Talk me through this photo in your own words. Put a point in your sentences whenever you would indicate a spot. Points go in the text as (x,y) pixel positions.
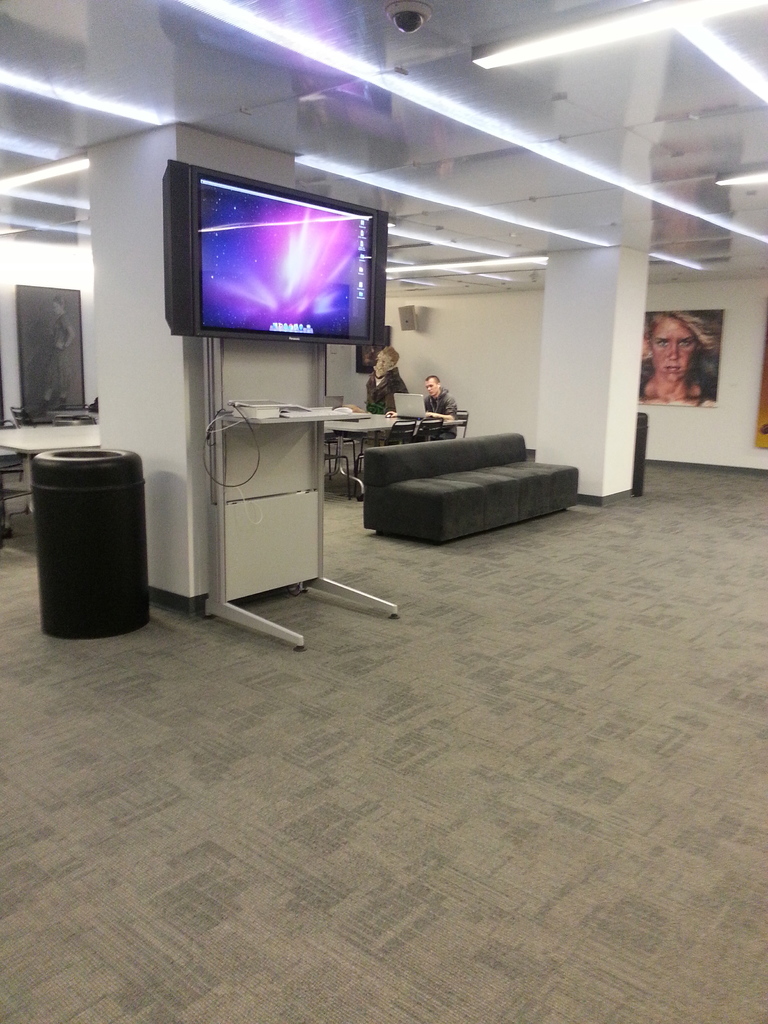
This picture is clicked inside the room (421,580). Here, we see a television (229,194) which is placed on the pillar (145,351). Beside that, we see a sofa (481,447) and behind that, we see a man (430,389) sitting on chair (463,416) and working on laptop (408,395) which is placed on a table (343,427) and on background (672,289), we see a wall (517,340) which is white in color and a photo frame (666,325) is placed on the wall (687,413). On top of the picture (394,25), we see the ceiling (359,153) of that room (221,110).
